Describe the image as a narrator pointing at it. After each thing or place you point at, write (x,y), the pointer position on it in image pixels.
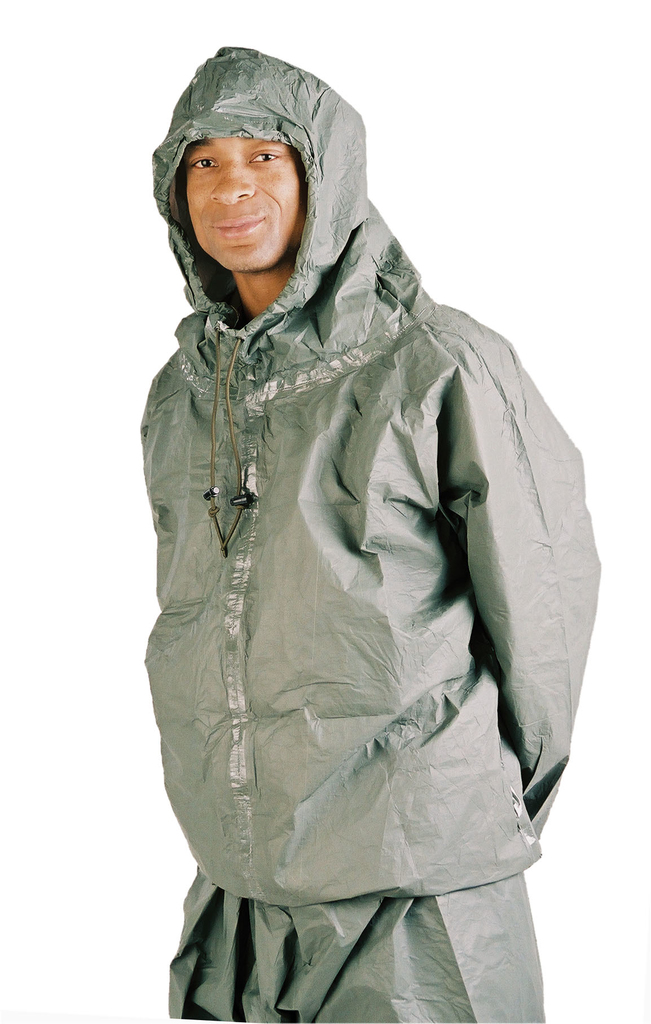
In this image there is a man (388,550) in the middle (388,596) who is wearing the coat (347,519) to which there is a cap (314,137).
